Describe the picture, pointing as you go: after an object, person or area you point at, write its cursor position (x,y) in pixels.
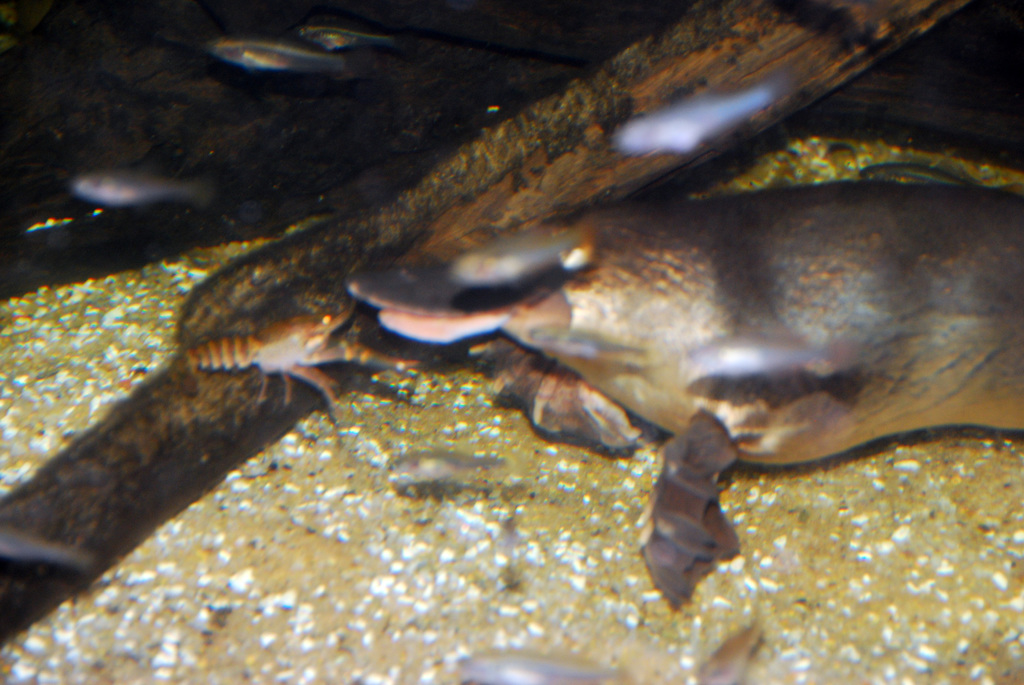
In this image we can see fishes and other water animals (523,307) in water (158,31). At the bottom of the image (248,656) there are stones (419,589).
